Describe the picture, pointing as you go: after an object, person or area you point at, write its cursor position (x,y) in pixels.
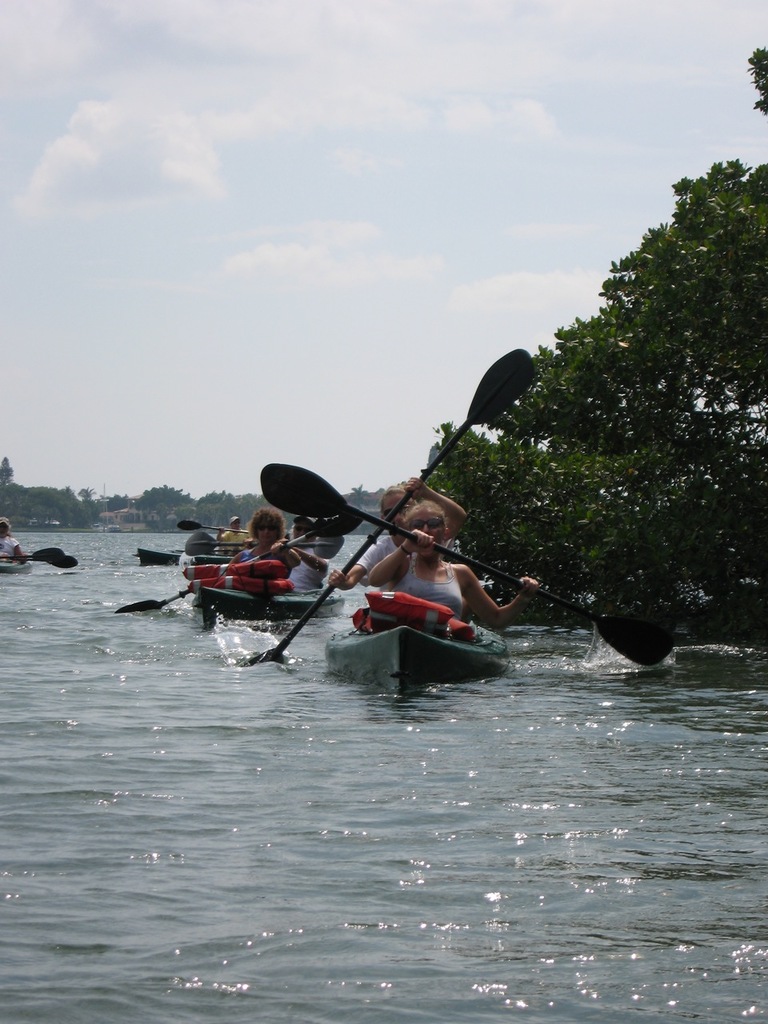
In this image I see few persons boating on the water (239,621). In the background (765,298) I see trees (737,271) and the sky (355,15).
